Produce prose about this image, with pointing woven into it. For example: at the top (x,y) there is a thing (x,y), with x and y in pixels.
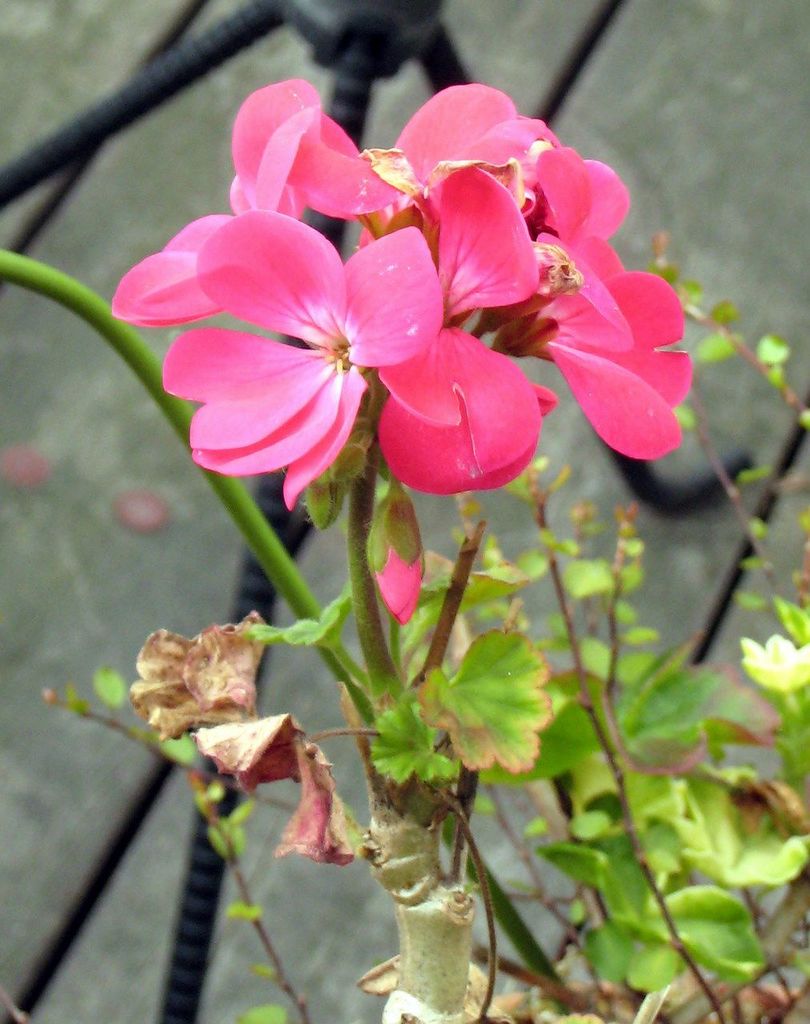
In this image I can see flowers (437,398). There are leaves (696,722), stems (492,908) and in the background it looks like an iron stand (133,108).
